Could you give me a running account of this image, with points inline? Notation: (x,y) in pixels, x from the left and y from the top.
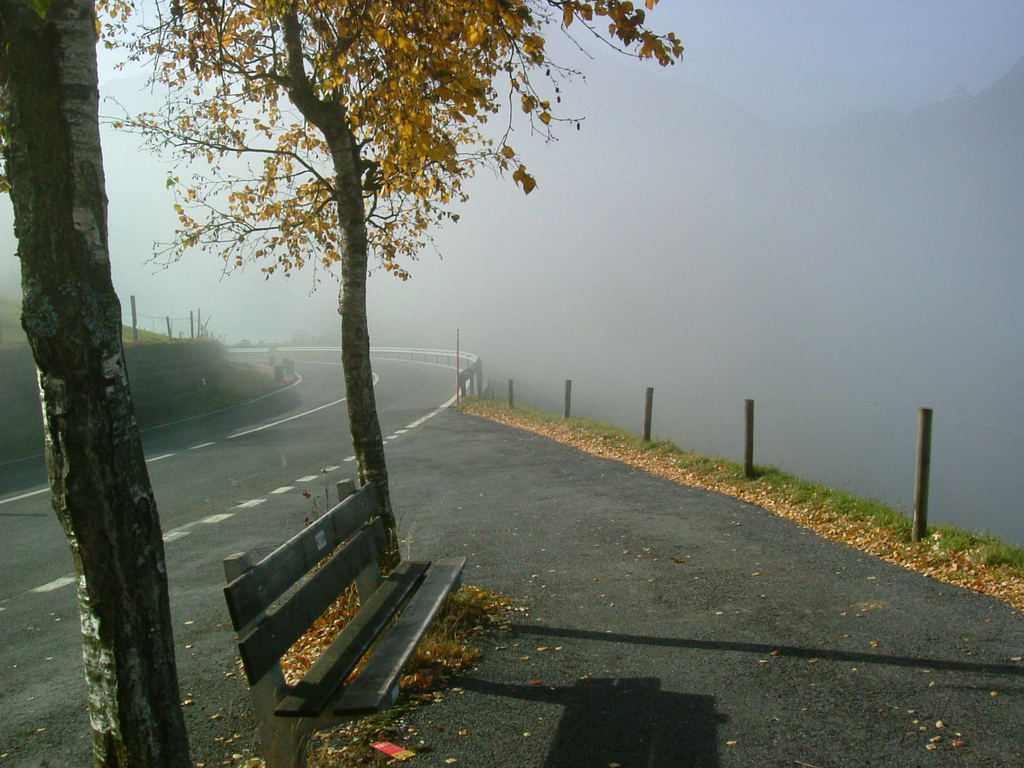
In this image we can see trees (362,268), bench (360,613), few rods (929,479), railing (452,353), road (335,394), and fog (641,207) in the background (543,245).
